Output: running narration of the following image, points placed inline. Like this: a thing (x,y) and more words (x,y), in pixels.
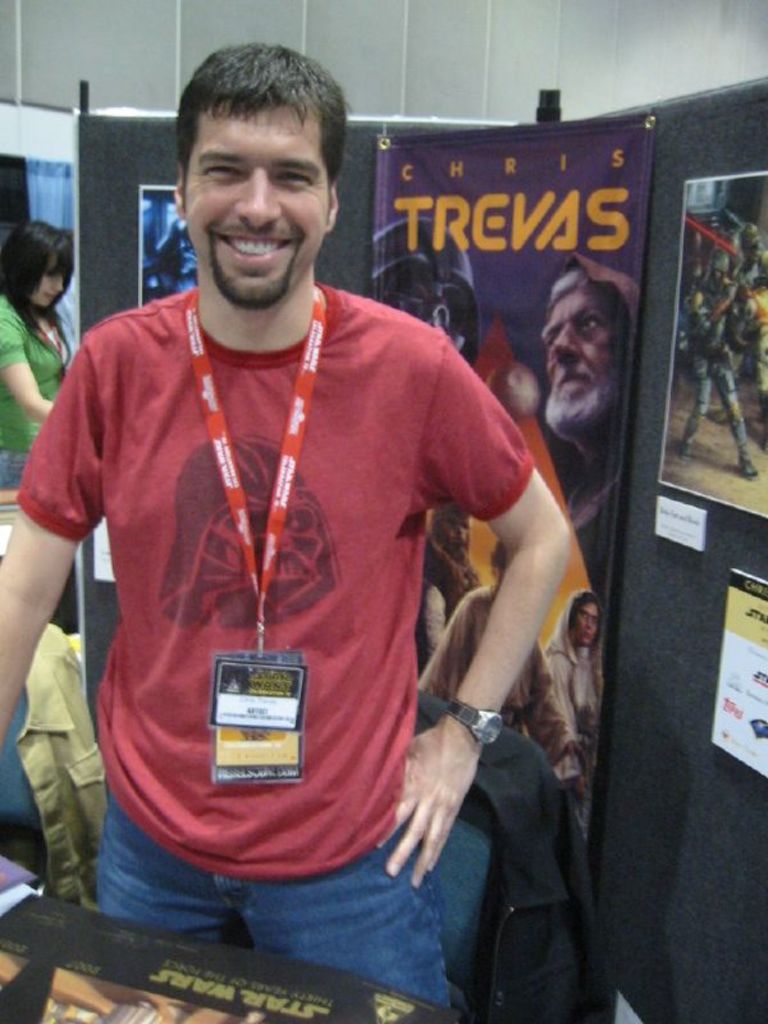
There is a man (255,411) standing in the foreground area of the image (292,589), there is a poster (169,989) in the bottom left side (123,981). There is a lady (18,380), it seems like a window (38,210), posters (380,158) and the roof (104,54) in the background (190,250).
